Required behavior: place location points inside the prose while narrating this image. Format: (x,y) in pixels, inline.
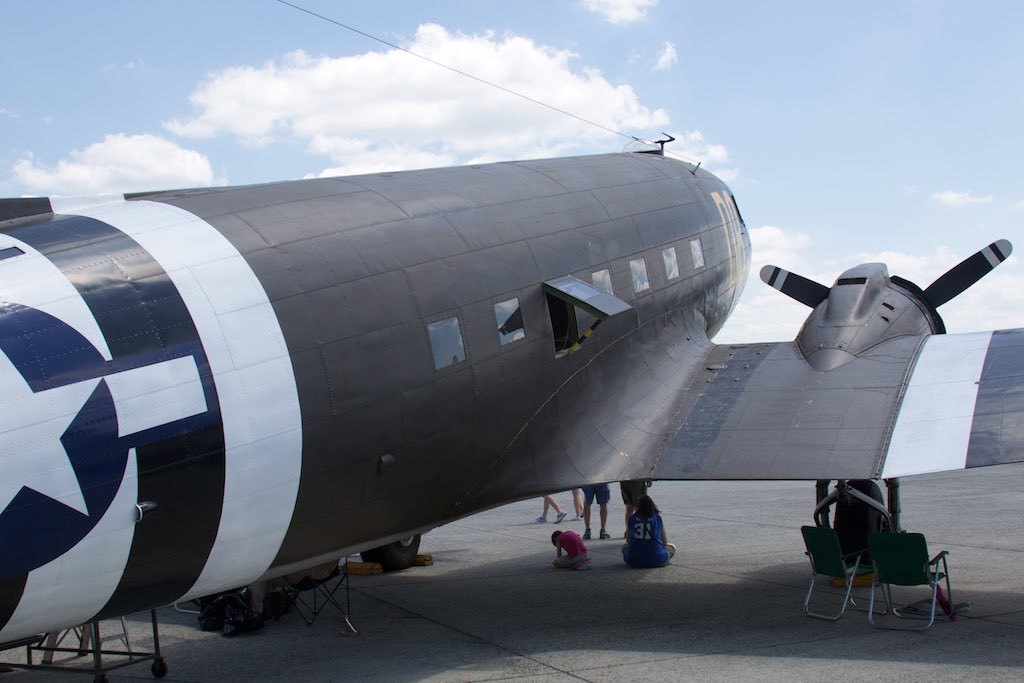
In this image in front (933,360) there is an airplane (564,418). There are chairs (940,576). There are two people (633,520) sitting under the airplane (920,363). There are a few people (626,500) standing. In the background of the image (601,107) there is sky (533,59).
